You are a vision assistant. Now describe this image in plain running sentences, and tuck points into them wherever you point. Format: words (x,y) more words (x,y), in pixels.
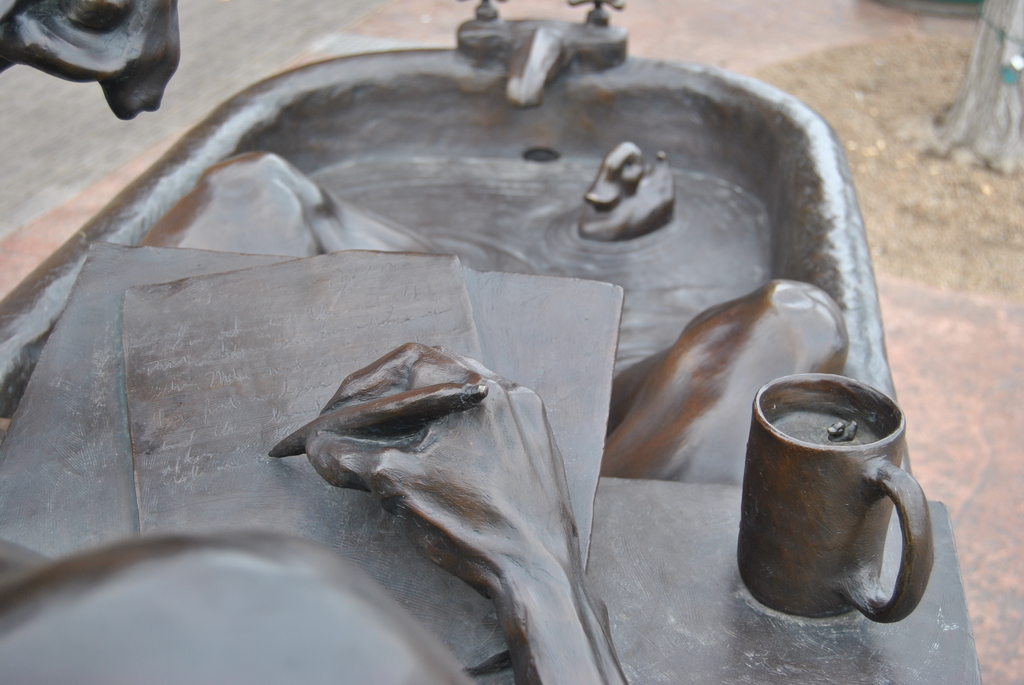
In this image, we can see a statue (780,477). Here there is a cup (778,488), human hand (484,533) is holding a pen (332,422), bathtub (762,244), duck (624,232) and taps (588,34). Background (987,484) we can see a surface (866,139).
